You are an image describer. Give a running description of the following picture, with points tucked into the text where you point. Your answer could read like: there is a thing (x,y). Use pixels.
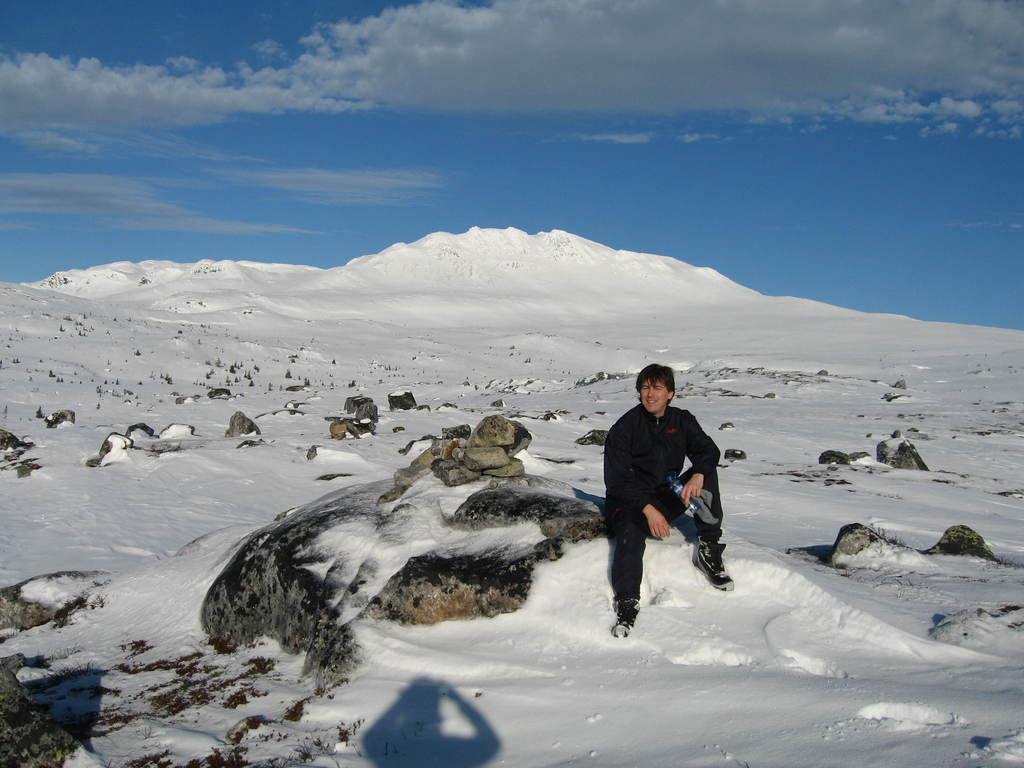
In this image I can see the person (679,503) and the person (634,488) is wearing black color dress (664,498) and holding some object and I can see few stones (480,564). In the background (649,282) I can see the snow (479,241) and the sky (421,142) is in blue and white color.
